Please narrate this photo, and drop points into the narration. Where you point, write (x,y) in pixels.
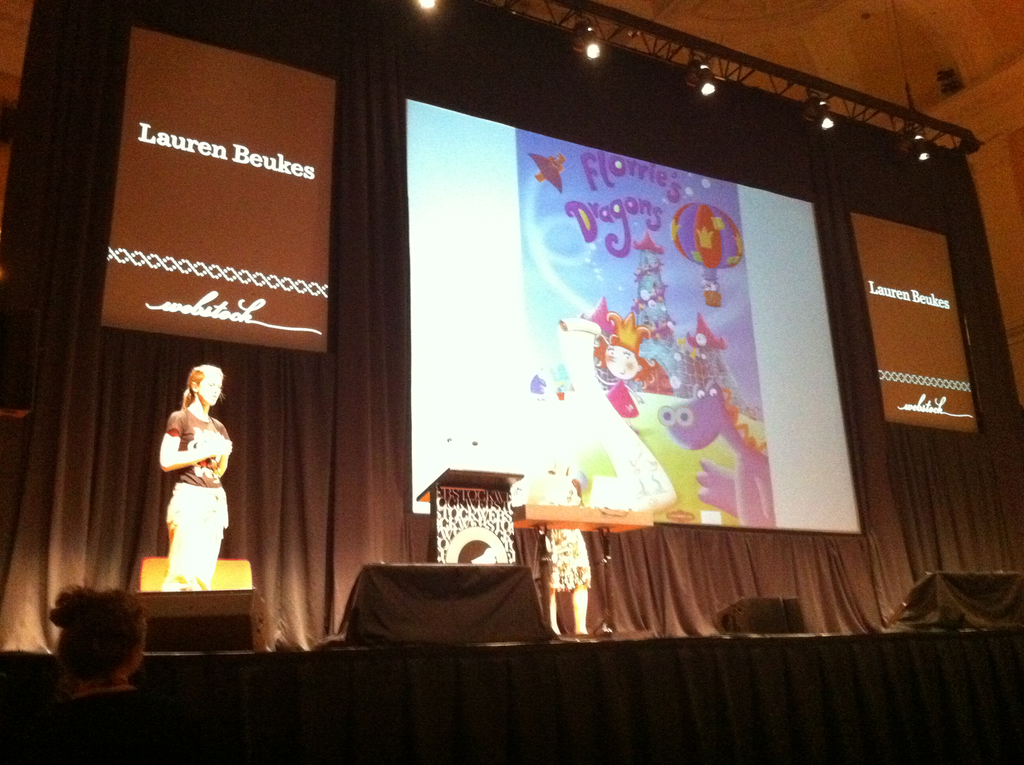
In the image we can see there are people (573,530) standing on the stage (832,655) and there is a mic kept on the podium (465,476). Behind there is a projector screen (552,277) and there is a banner (218,187). There are speaker boxes (206,635) kept on the stage (441,702) and there is a person (93,693) standing on the ground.
